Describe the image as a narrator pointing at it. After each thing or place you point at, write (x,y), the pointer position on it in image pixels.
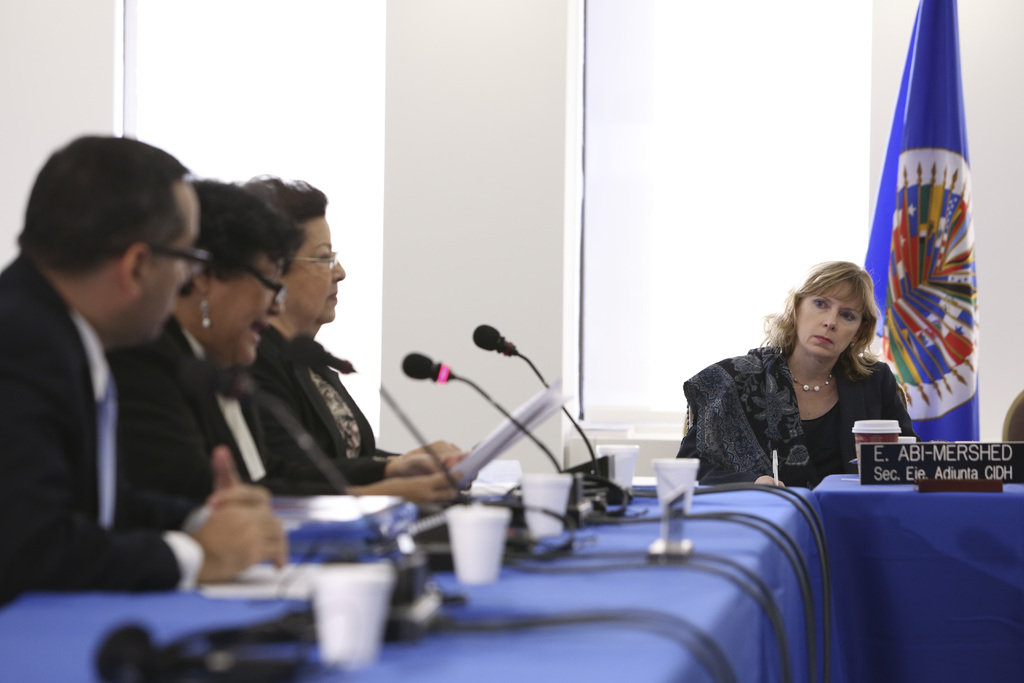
In the picture, it looks like a meeting is going on, there is a blue color table (839,479) on which some mikes (579,487), glasses (489,529) and wires (736,577) are held, there are three people (338,466) sitting front of one table (302,677) on the other side there is one woman (877,361) sitting there is also a name board (876,475) on that table (844,506) in the background (972,232) there is a blue color flag (916,98), a window (610,201) and white color wall (415,161).
